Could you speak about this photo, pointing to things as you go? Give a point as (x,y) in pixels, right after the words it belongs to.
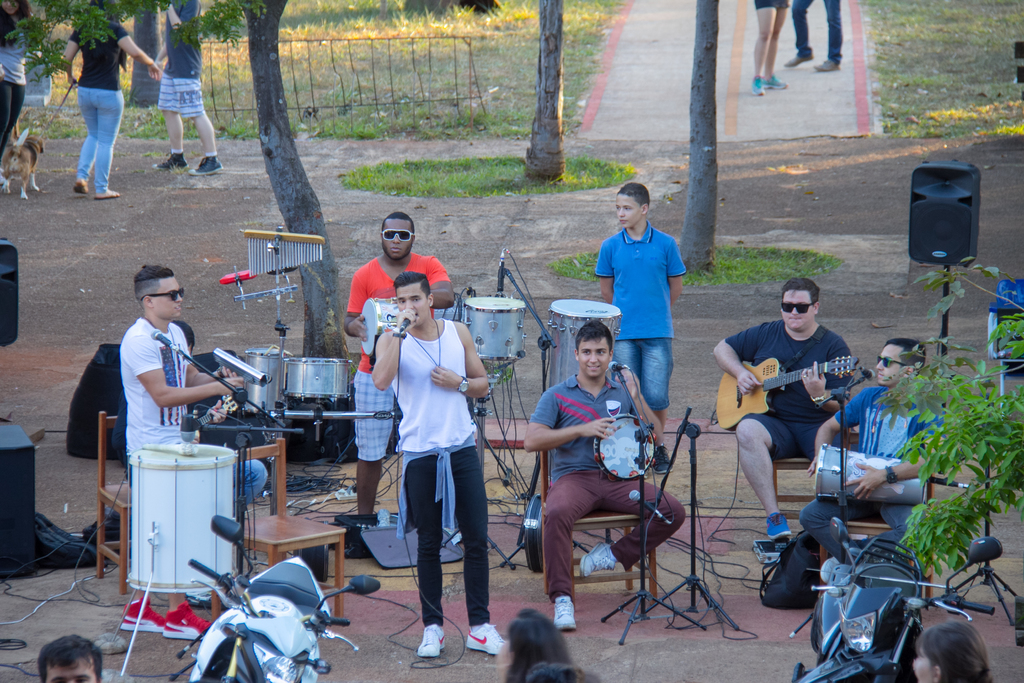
In this image we can see a few people (439,596) who are playing a musical band (402,296). Singing on a microphone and playing a guitar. Here we can see speakers (937,242) on the right side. Here we can see three persons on the right side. Here we can see motorcycles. One is on the left side (252,568) and other one is on the right side (868,591).
